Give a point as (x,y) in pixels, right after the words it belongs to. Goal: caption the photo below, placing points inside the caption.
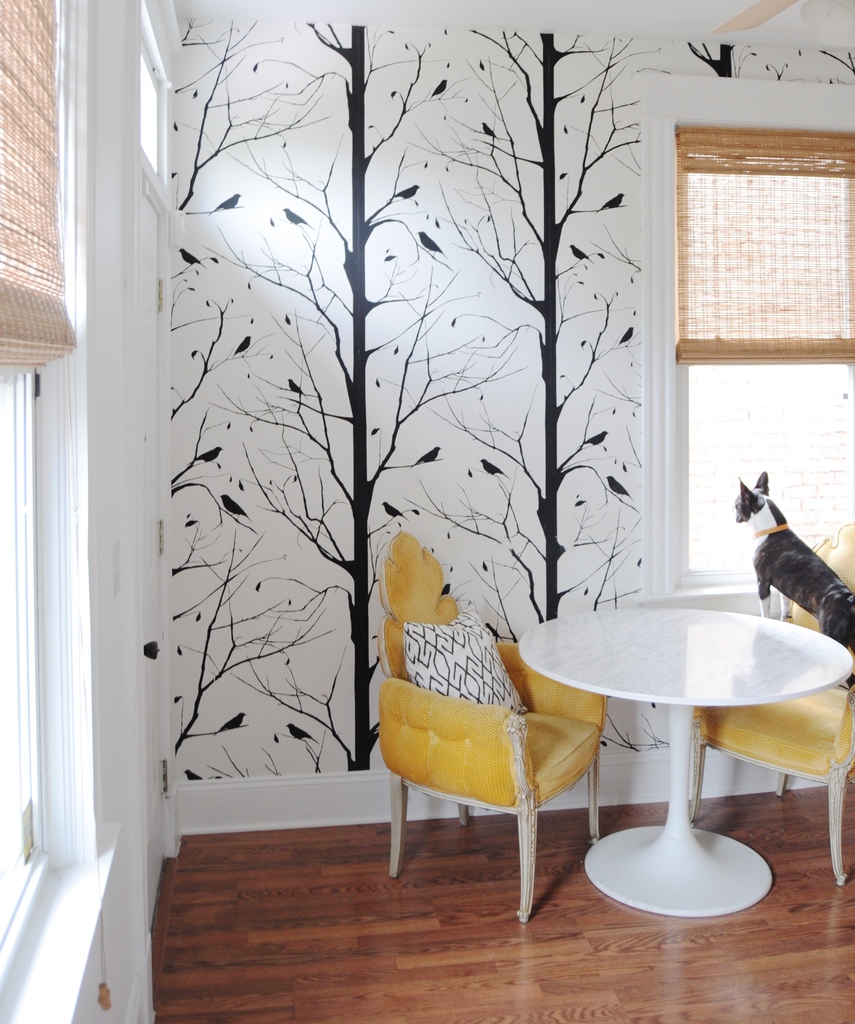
In the picture we can see a house (468,496), inside the house (85,406) we can see a table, two chairs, which are yellow in color and on chairs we can see a pillow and on one chair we can see a animal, which is black in color, in the background (495,501) we can see a window (1,450) a wall (442,206) painted with trees (353,281), and a curtain (689,212) to the windows (76,447).
